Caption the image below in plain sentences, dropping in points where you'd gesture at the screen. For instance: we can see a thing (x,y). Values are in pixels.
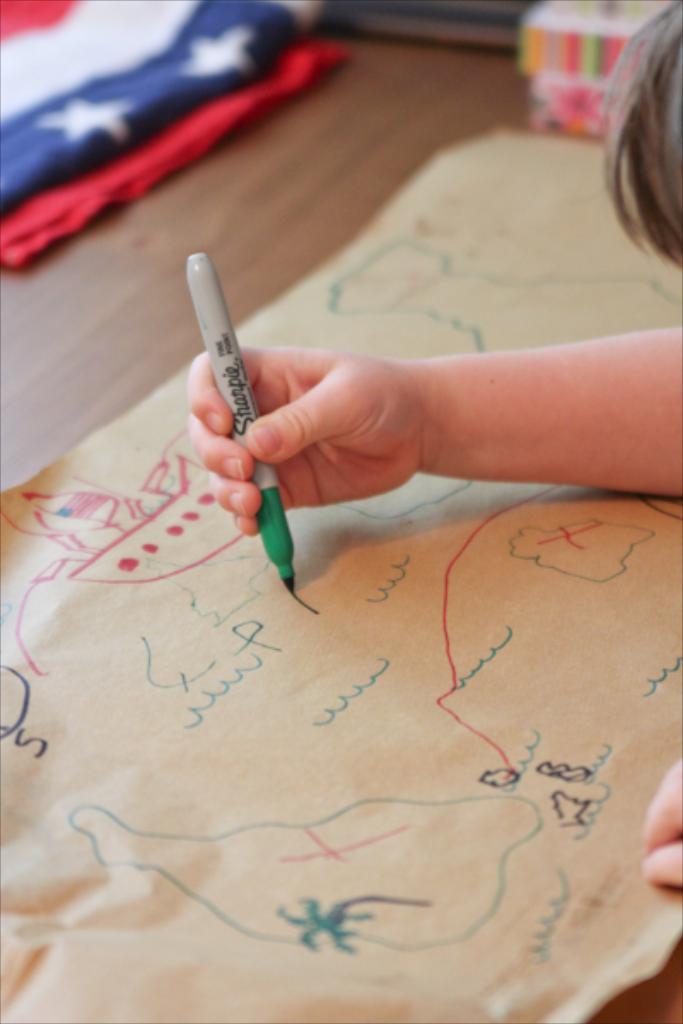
In this picture I can see a person's hand (362,484), this person (622,413) is drawing with a sketch (286,528) on a sheet (371,652). In the top left hand side (136,101) I can see the cloth (147,122).
